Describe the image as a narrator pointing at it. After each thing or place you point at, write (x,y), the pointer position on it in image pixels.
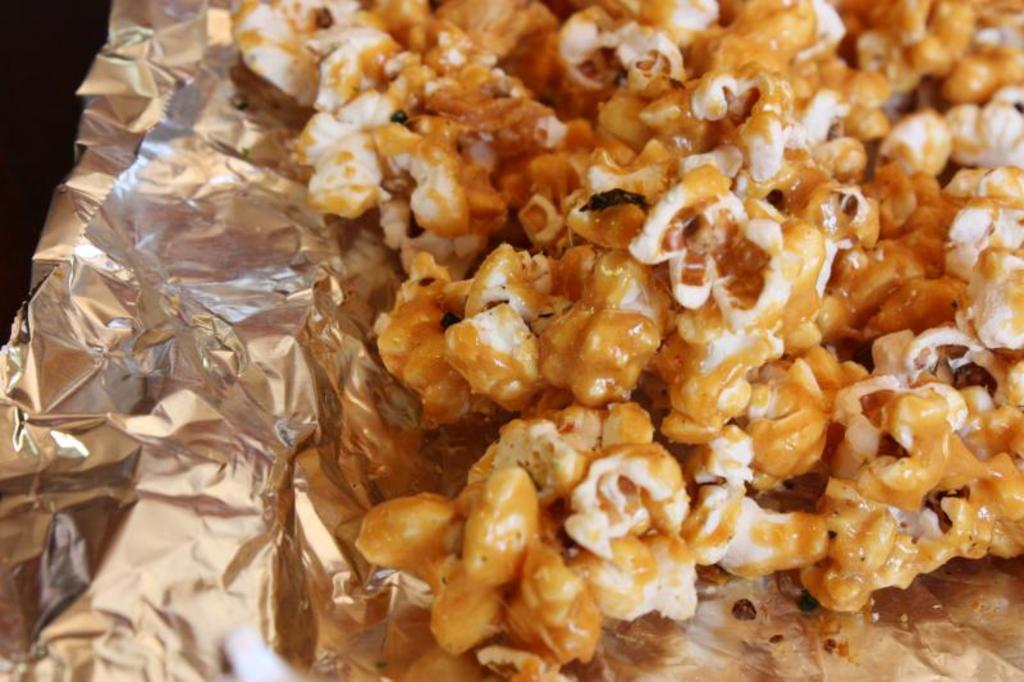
In this picture we can see pop corns (796,188) on the foil paper (304,441).
